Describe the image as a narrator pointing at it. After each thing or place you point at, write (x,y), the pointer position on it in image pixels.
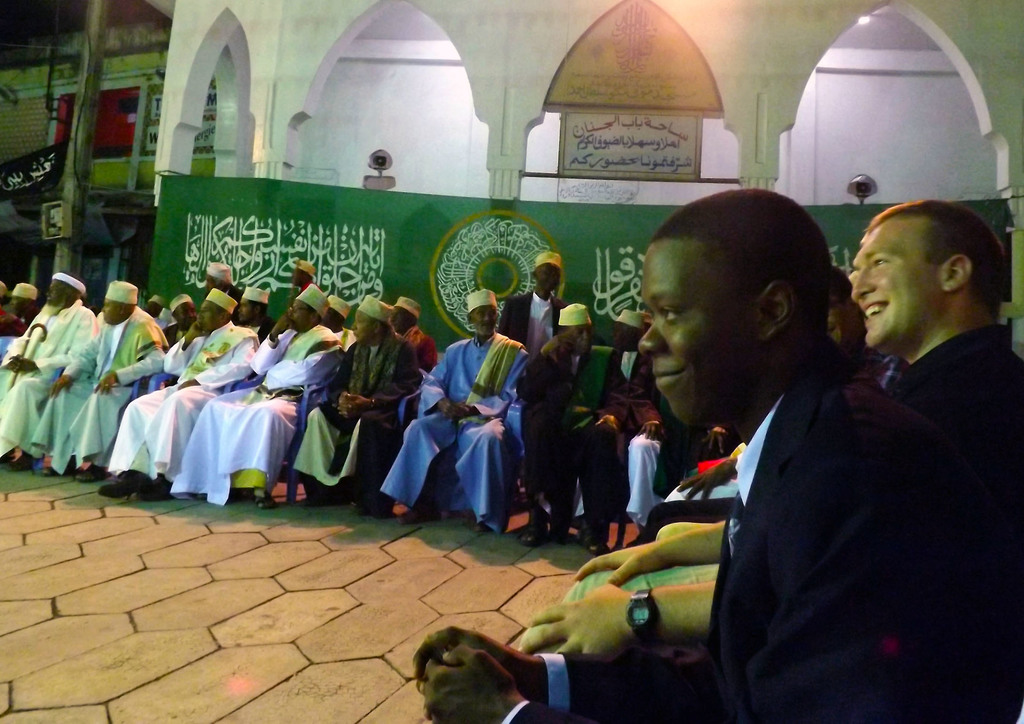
This image is taken in the mosque (885,22). In this image we can see people (301,351) sitting on the chairs (312,406) which are on the floor (351,609). On the right (816,451) we can see people (869,480) smiling. We can also see some text (587,136) on the boards (609,113). On the left (79,158) there is a wooden pole (92,11) and also a black color flag (20,178). Light (866,20) is also visible.
